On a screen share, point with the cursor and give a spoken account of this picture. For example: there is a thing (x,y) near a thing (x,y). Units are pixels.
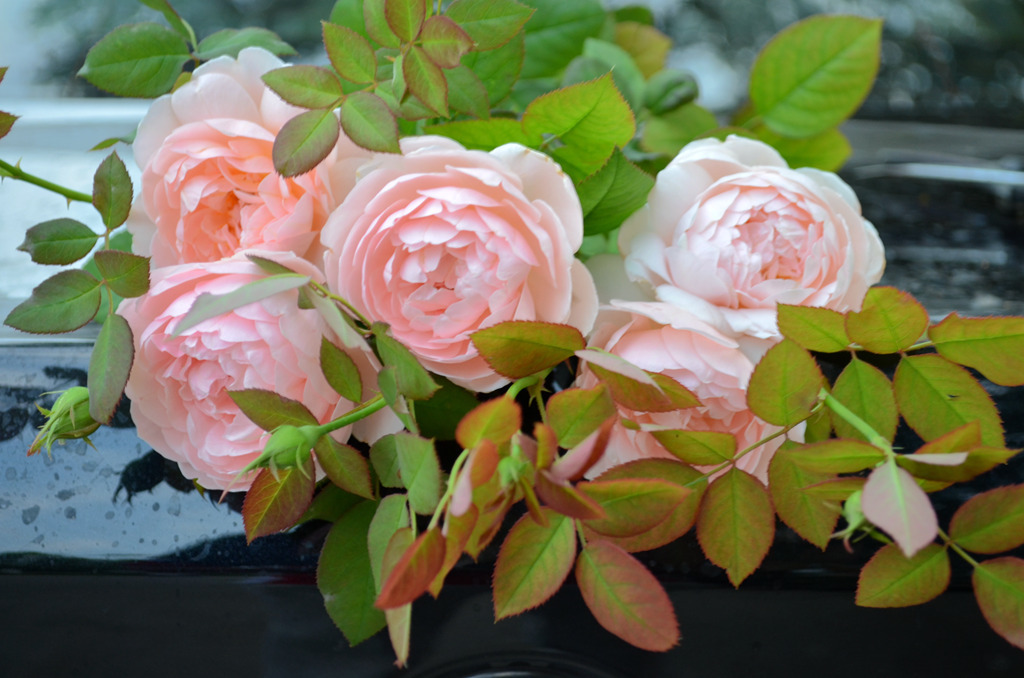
In the picture we can see flowers (534,264) which are in pink color and there are leaves (328,372) which are green in color.
